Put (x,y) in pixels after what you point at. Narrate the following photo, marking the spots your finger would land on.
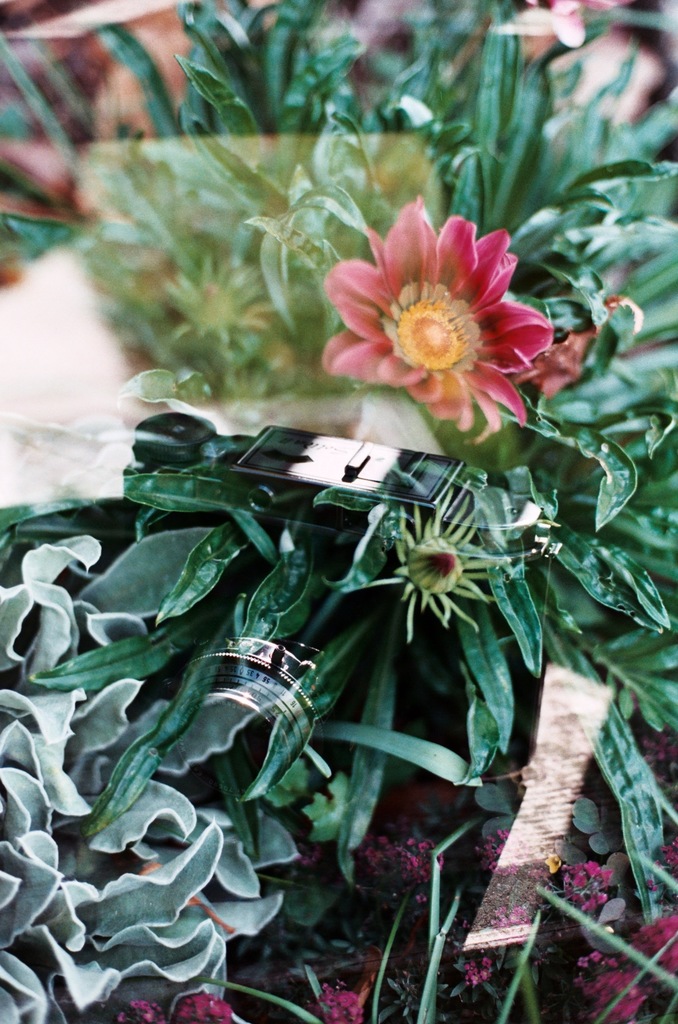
In this image there are flower plants (486,582).
